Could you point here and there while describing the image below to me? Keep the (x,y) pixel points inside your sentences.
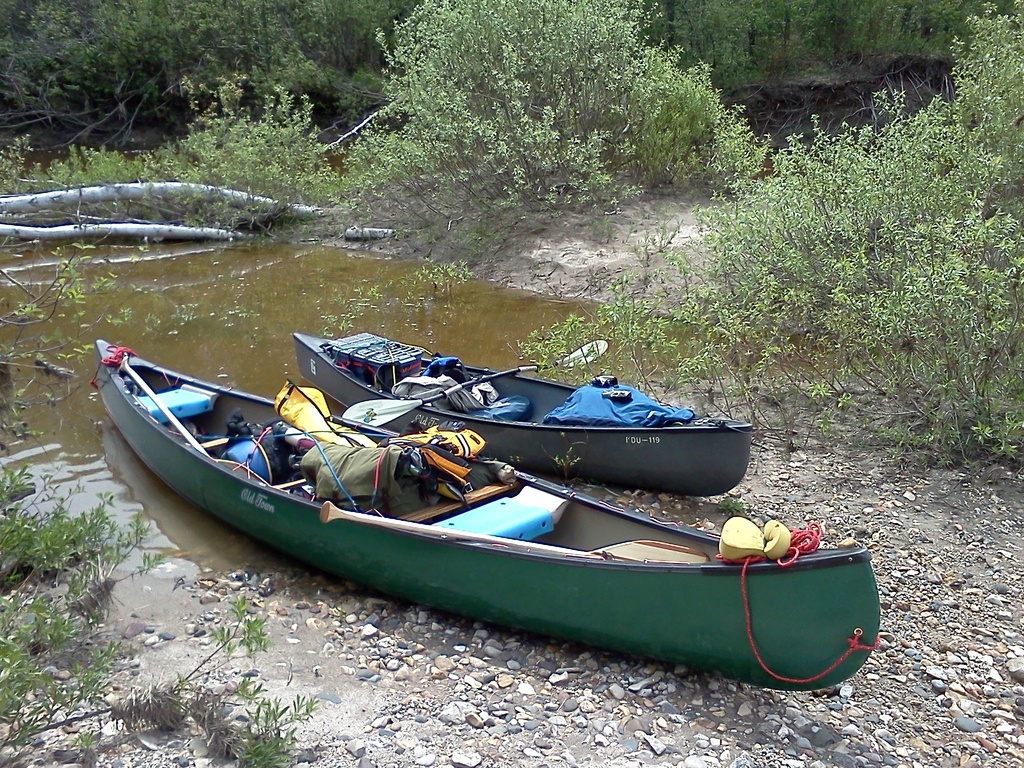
In this image I can see two boats (806,626) and I can see bags (355,490) and many objects (474,450) in it. I can also see the paddle (402,410) on the boat (311,517). To the side I can see the water (189,253). In the background (445,166) there are many trees (967,25).
